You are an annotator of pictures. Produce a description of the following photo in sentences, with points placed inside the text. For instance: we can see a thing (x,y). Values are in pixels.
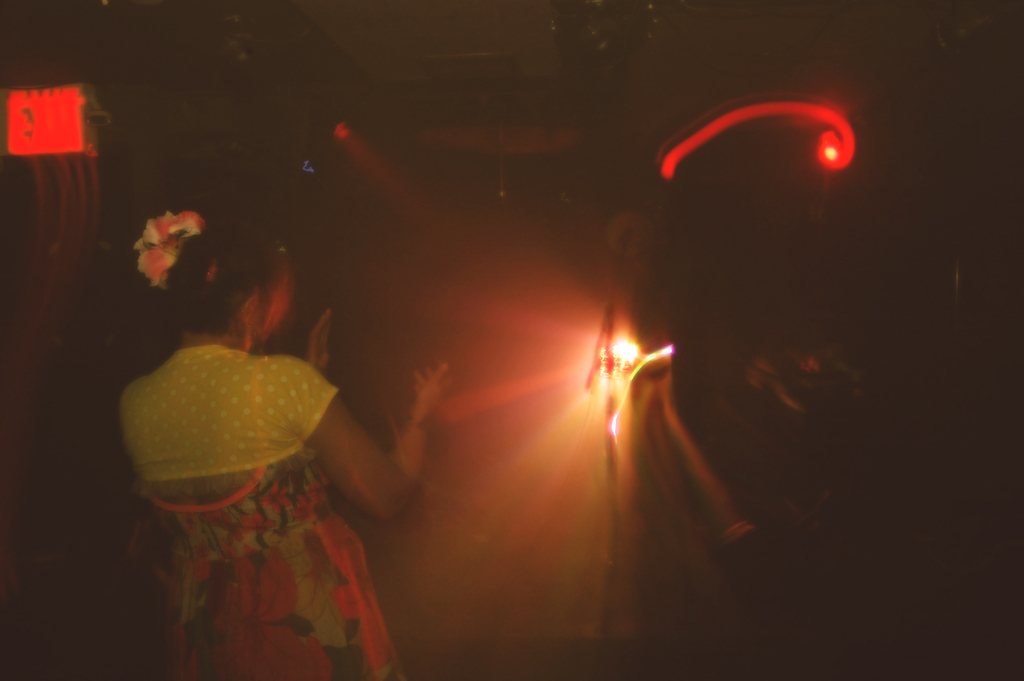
In this image we can see a dark picture, a woman (214,279) standing and there are few lights (633,353).
